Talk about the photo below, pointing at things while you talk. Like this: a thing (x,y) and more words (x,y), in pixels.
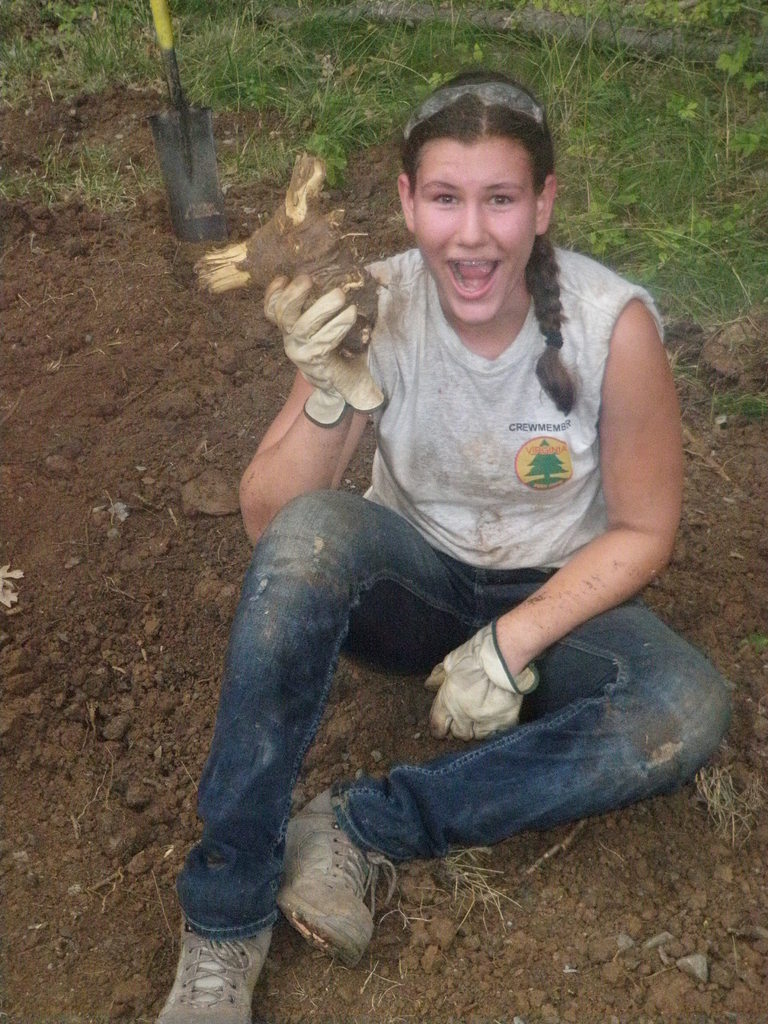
In this image in the front (413,472) there is a woman (426,487) sitting on ground (161,90) and holding an object (365,334) and having some expression on her face (482,271). In the background (675,156) there is grass (637,147) on the ground (550,72) and there is an object (172,130) which is black and yellow in colour.
